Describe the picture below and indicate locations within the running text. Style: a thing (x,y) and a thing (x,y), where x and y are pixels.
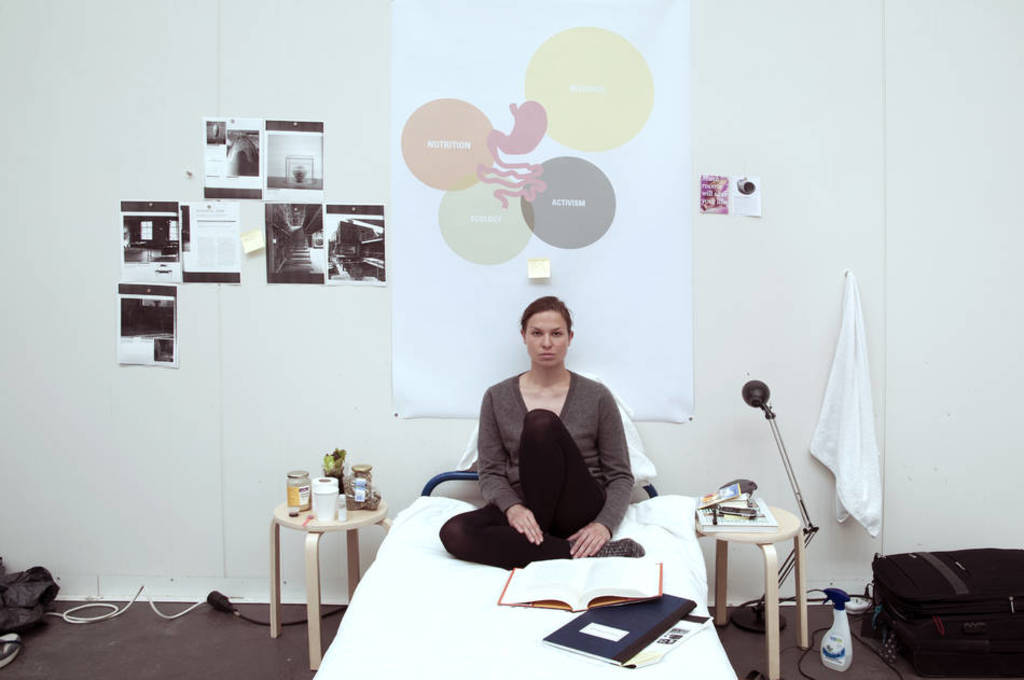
In this picture we can see a woman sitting on the bed (478,613). These are the books (633,635). There is a table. On the table (357,539) there are some bottles (345,493). This is the floor (153,647). On the background (103,234) there is a wall (38,353). And these are the posters (128,221). Here we can see a bottle (842,612). And this is the briefcase (948,593).
